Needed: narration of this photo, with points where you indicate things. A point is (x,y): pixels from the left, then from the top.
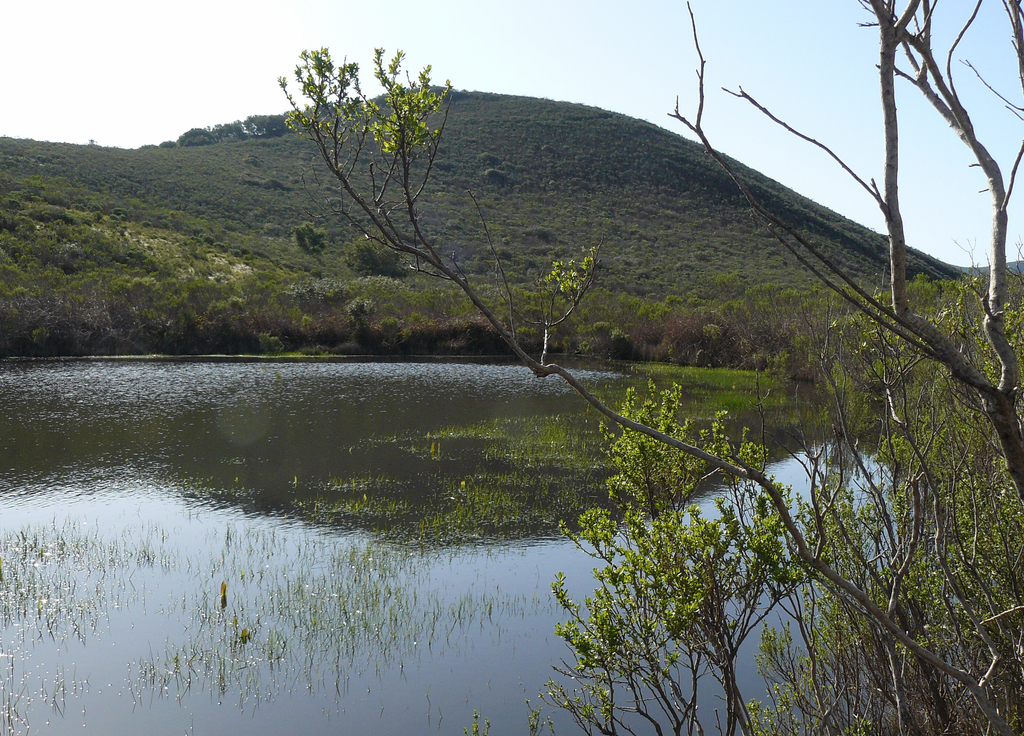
In this image there is the sky (598,87) towards the top of the image (929,169), there is a mountain (503,232), there are trees (548,248) on the mountain (488,247), there is water (293,583) towards the bottom of the image (345,573), there are plants (349,578) in the water (236,562), there is a tree (901,514) towards the right of the image (944,568).
